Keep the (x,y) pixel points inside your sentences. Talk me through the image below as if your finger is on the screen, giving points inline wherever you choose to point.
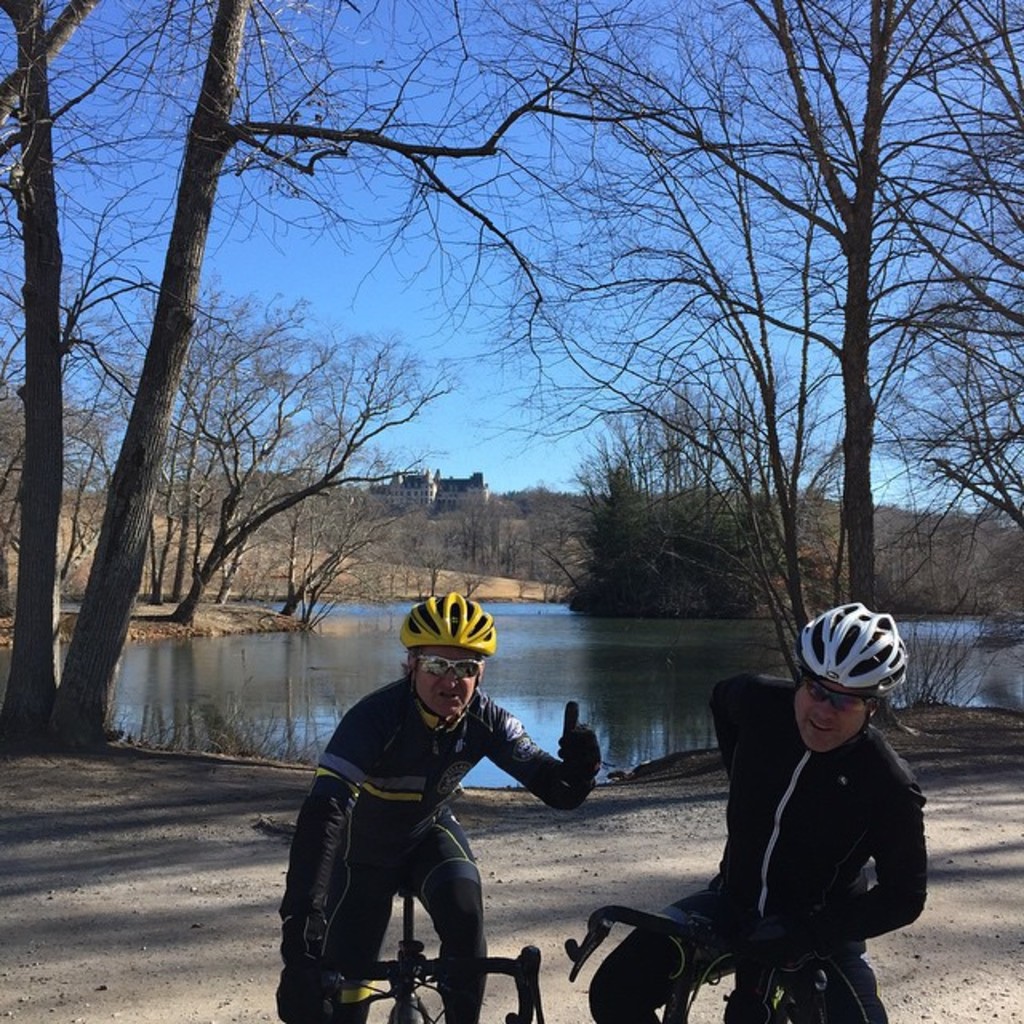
In this image we can see two persons (756,822) wearing helmets (484,635), goggles (456,660) and gloves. And they are on cycles (426,1016). In the background (402,541) there are trees (51,511). Also there is water (624,629). And there is building (426,479). Also there is sky (429,316).
